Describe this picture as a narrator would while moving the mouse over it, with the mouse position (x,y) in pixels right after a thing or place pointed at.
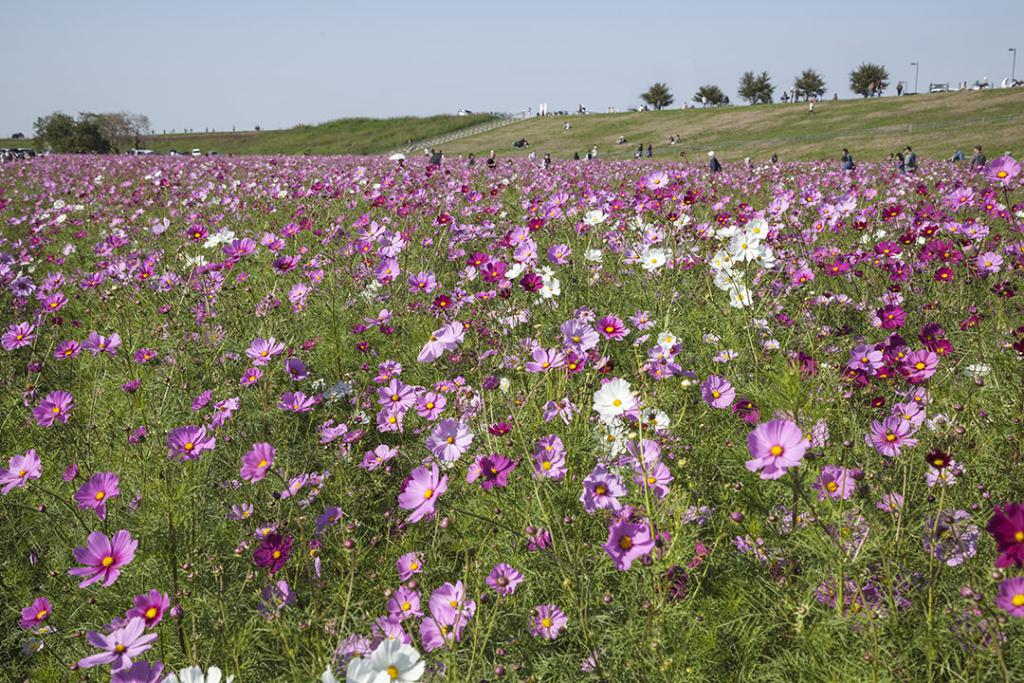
In this image, we can see some purple flowers (1005,602), there is grass (530,639) on the ground (481,146), we can see some trees (765,101) on the right side (713,94) top, there are some street lights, we can see the sky (380,30).
